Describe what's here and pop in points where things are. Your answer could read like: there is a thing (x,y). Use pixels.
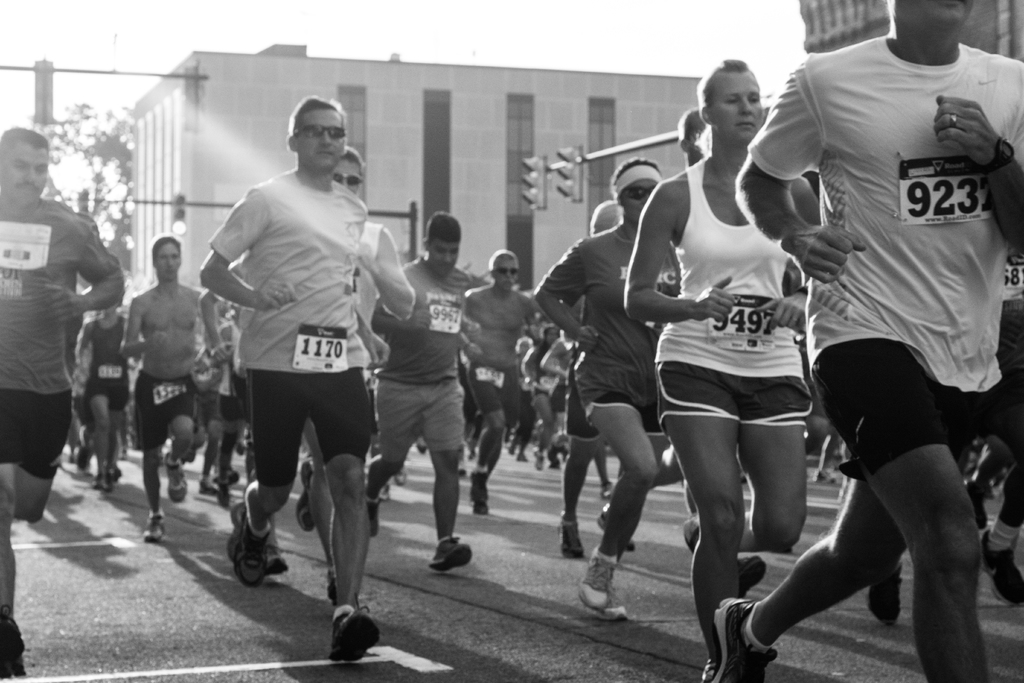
This picture is clicked outside. In the foreground (404,409) we can see the group of persons (481,406) wearing t-shirts (888,231) and running on the ground (504,513). In the background (472,23) we can see the sky (498,63), trees (73,140), traffic lights (569,156), poles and buildings (599,171).
